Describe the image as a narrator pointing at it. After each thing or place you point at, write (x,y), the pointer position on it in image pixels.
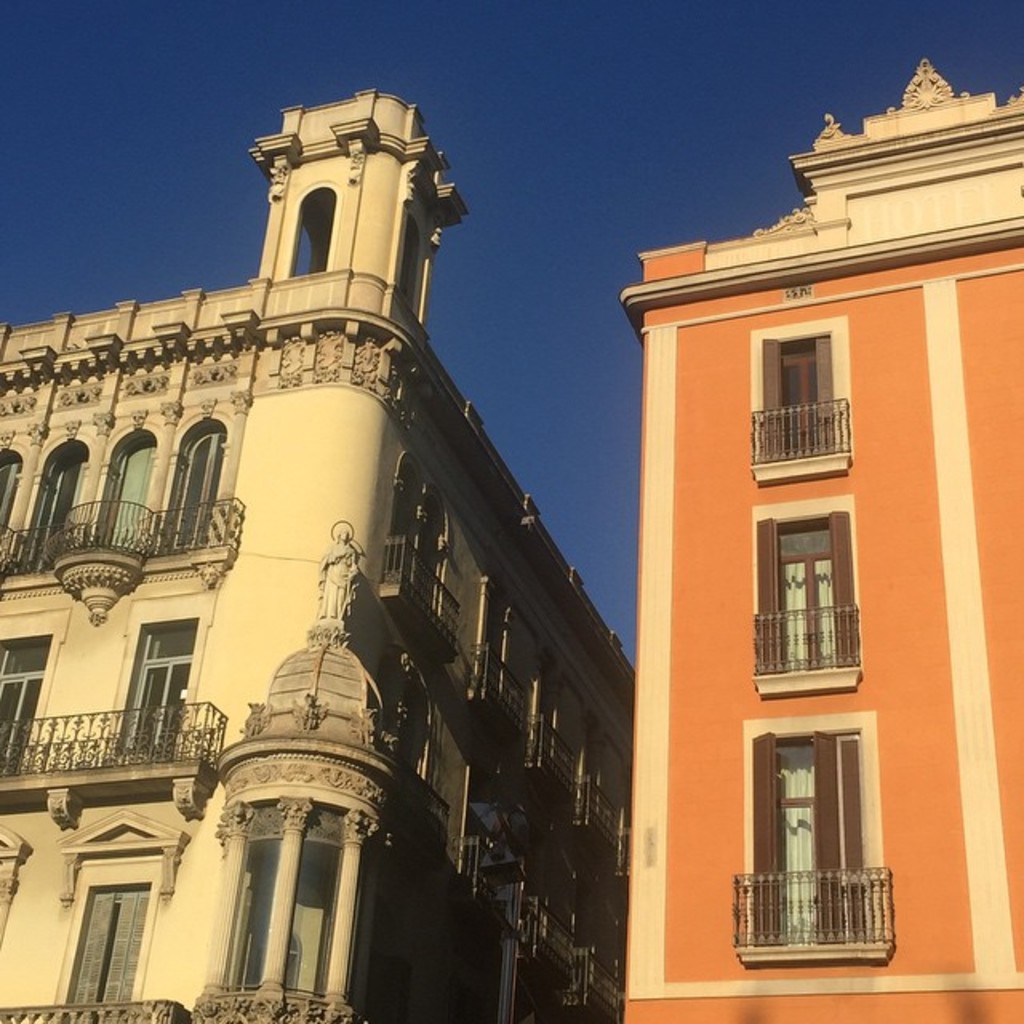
Here we can see buildings (421,745) with windows (190,455). Sky (628,198) is in blue color.
